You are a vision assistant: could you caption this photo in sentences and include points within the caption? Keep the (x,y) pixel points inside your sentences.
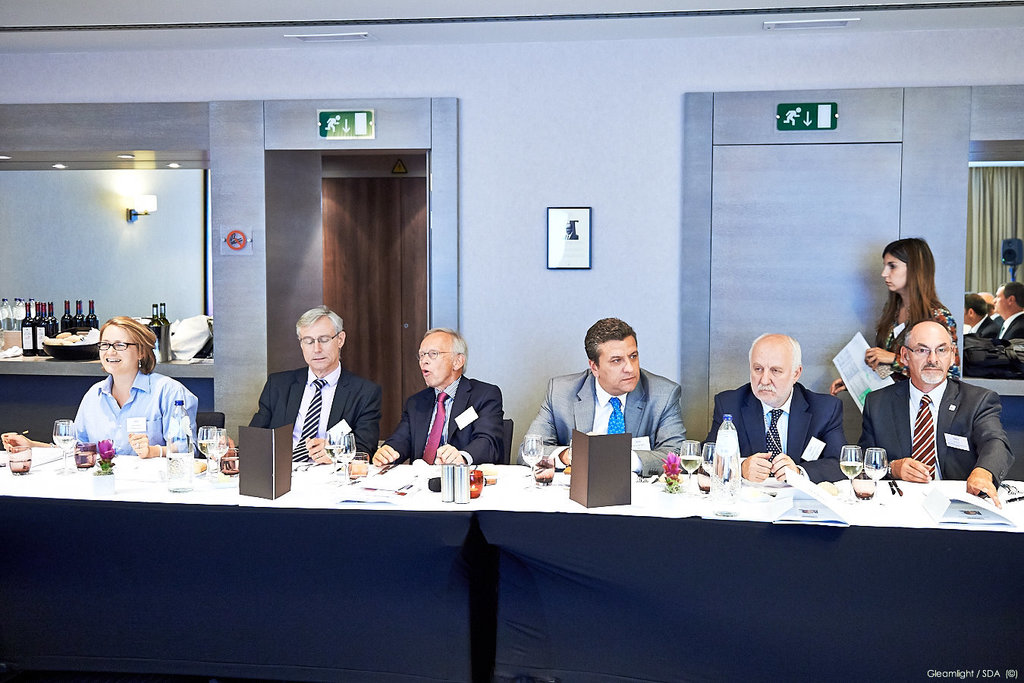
In this image, we can see a group of people (1002,465) are sitting. On the right side (927,304), we can see a woman (922,305) is standing and holding some objects (853,376). Here there is a table (512,565) covered with cloth (607,583), few things (798,519) and objects (968,518) are placed on it. Left side of the image (108,417), a woman (133,389) is smiling. Background (552,322) there is a wall (539,300), sign boards (790,106), curtains (997,222), few bottles (27,349), things (561,243) and light (152,207).
